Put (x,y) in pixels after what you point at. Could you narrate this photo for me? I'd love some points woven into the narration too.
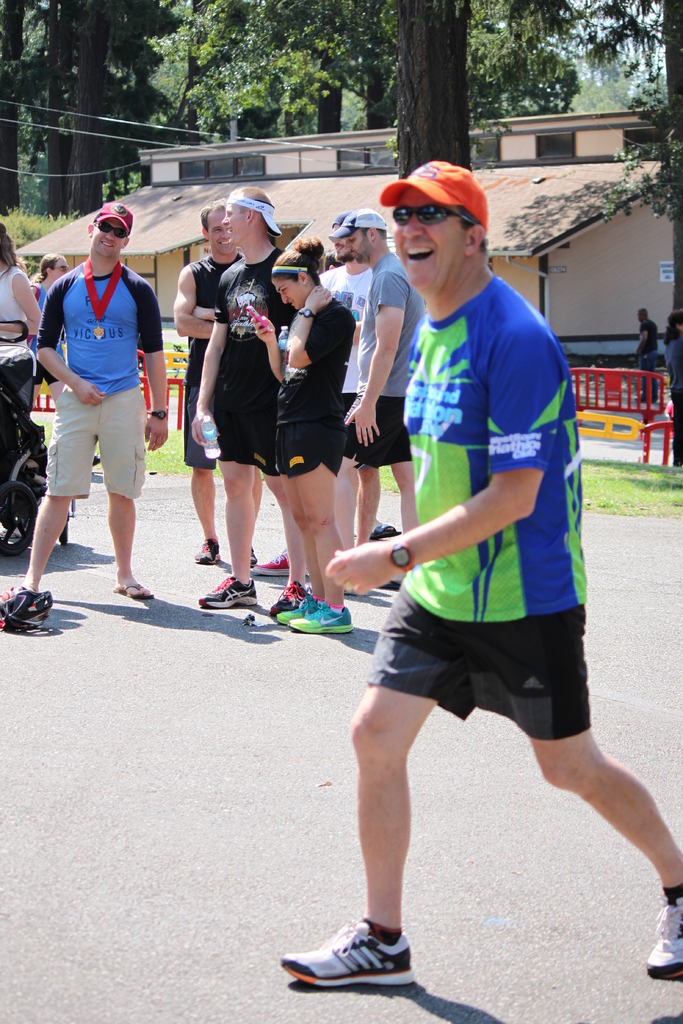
In this picture there are group of people (311,558) in the center of the image (299,534) and there is boundary (637,371) behind them, there is a house (482,138) and trees (90,8) in the background area of the image (239,170).
